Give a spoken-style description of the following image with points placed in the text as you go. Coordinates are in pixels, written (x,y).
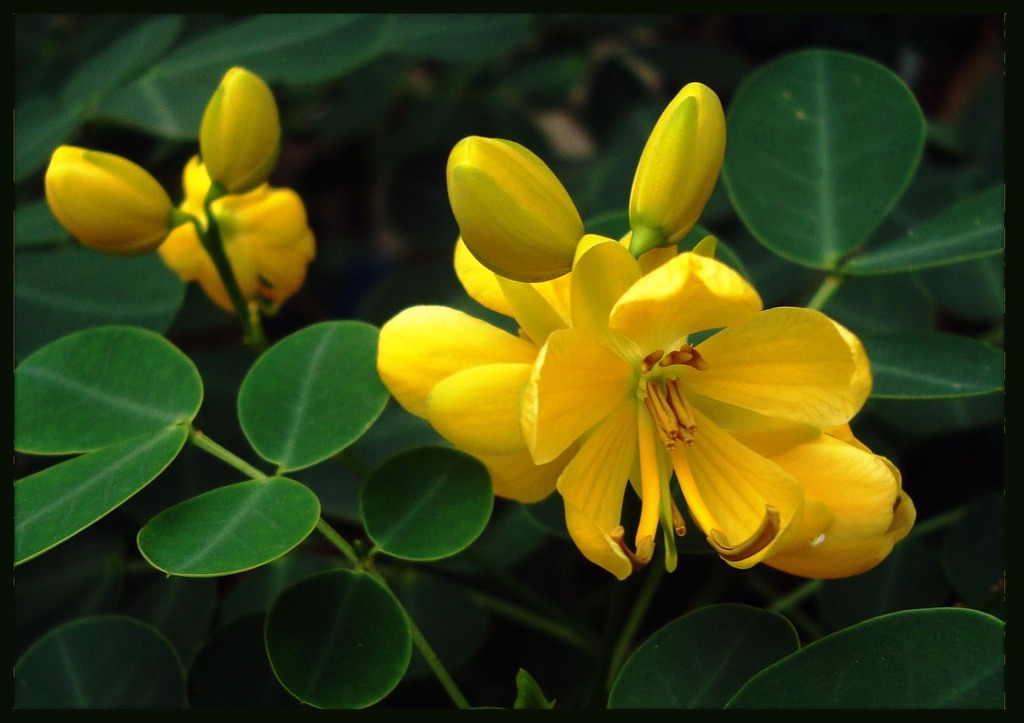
In this image, we can see plants (698,679) with flowers (447,369) and buds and are in yellow color.
